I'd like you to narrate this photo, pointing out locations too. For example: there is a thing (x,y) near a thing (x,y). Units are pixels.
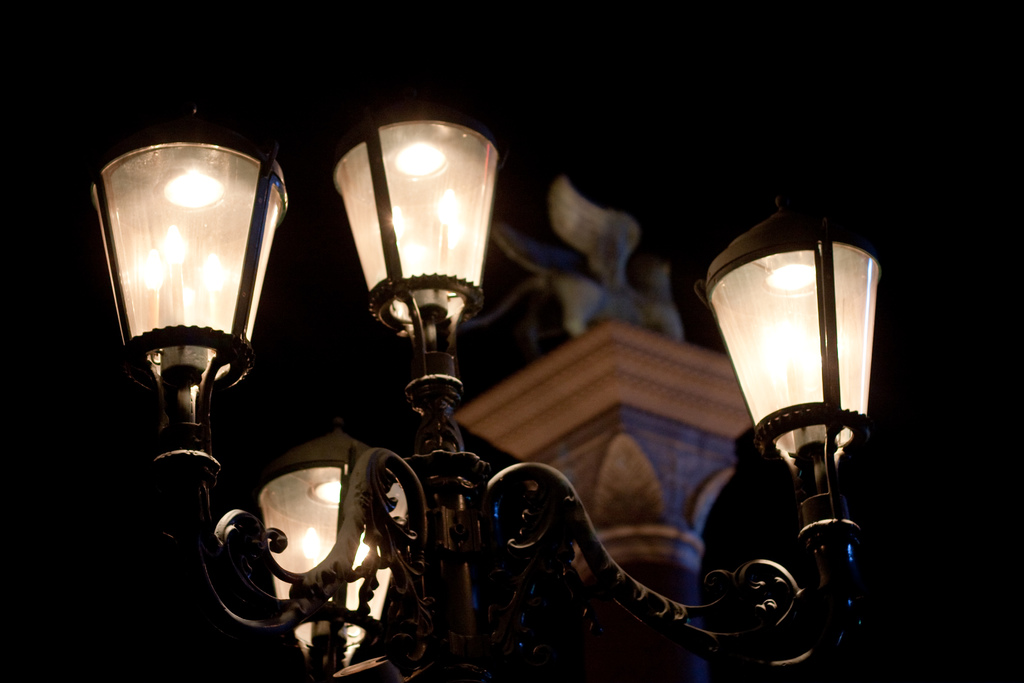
In this picture we can see lights (337,430) and some objects (467,415) and in the background (1002,624) we can see it is dark.
